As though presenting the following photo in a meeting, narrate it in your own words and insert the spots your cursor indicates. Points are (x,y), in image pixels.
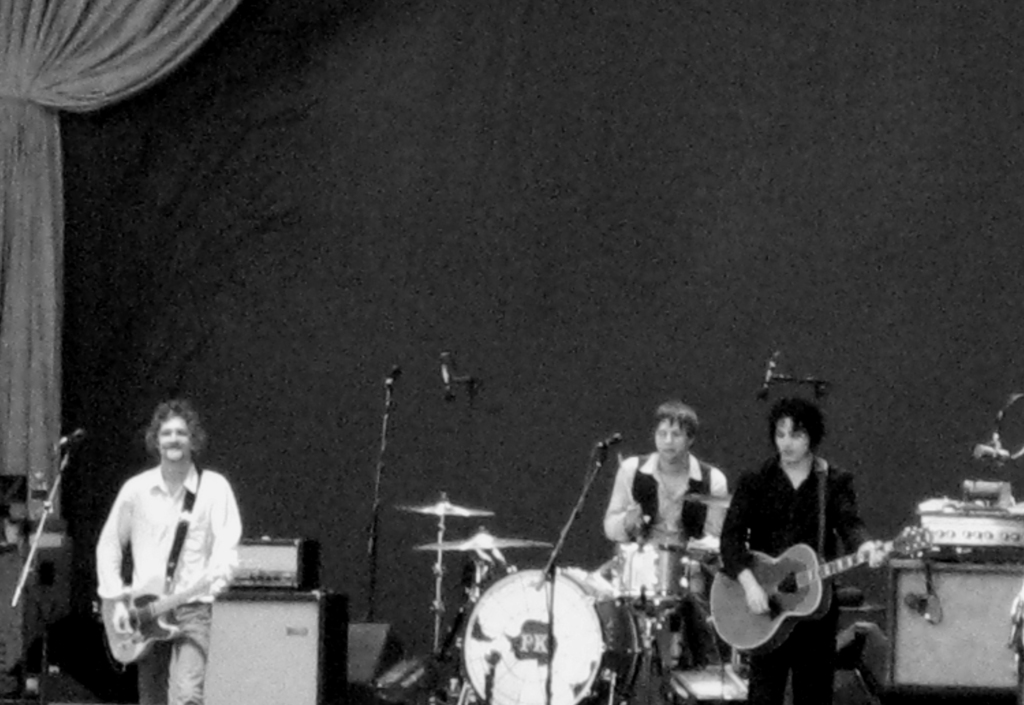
In this image, There are some people (796,535) standing and there are some music instruments (648,620) and there are some microphones (380,472) which are in black color, In the background (261,461) there is a wall (225,198) of black color and in the left side (34,276) there is a white color curtain (107,64).
